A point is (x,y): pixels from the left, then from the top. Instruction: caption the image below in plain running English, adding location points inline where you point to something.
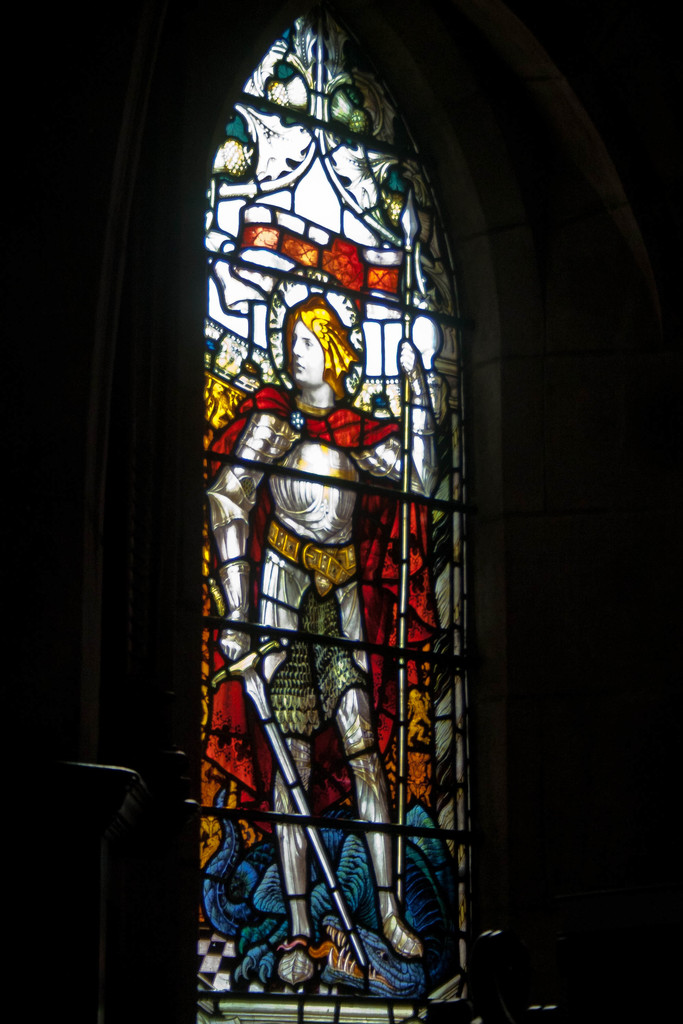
In this image we can see a wall (568,449) and a glass (409,758). On the glass (221,551) we can see the image of a person (262,511) holding objects (310,831).
